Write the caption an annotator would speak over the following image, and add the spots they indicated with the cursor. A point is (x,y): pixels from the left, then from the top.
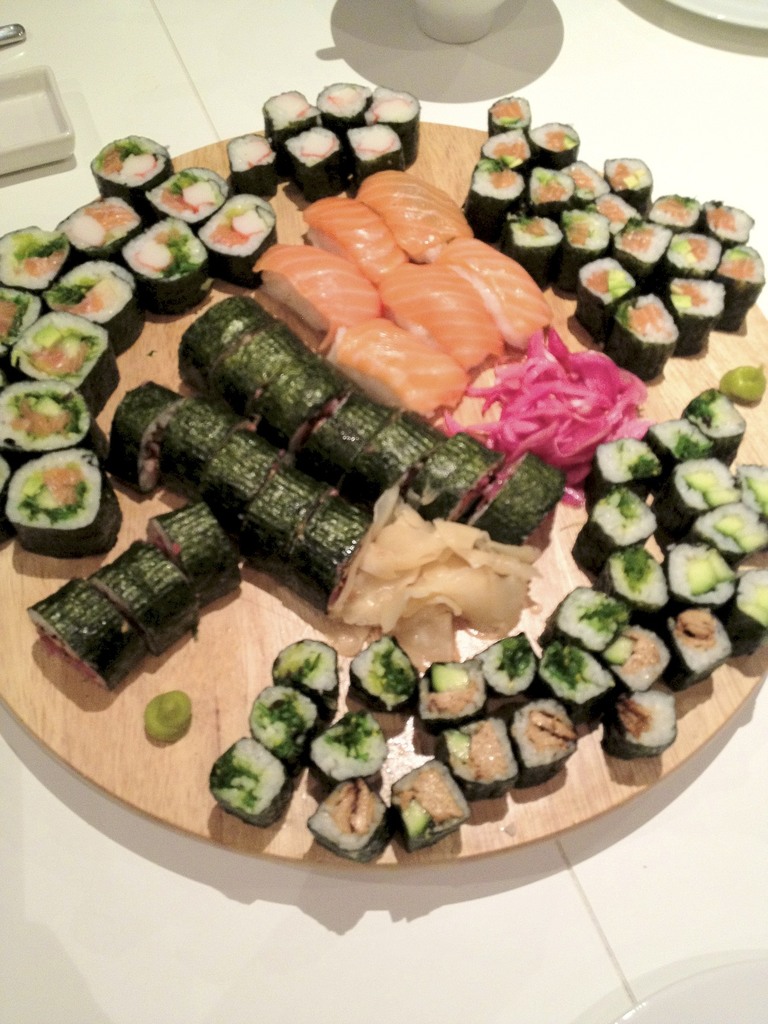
In this picture I can see food (417,611) and meat (394,399) on the wooden tray (198,696) and it looks like a table (79,23) in the background (79,23).
